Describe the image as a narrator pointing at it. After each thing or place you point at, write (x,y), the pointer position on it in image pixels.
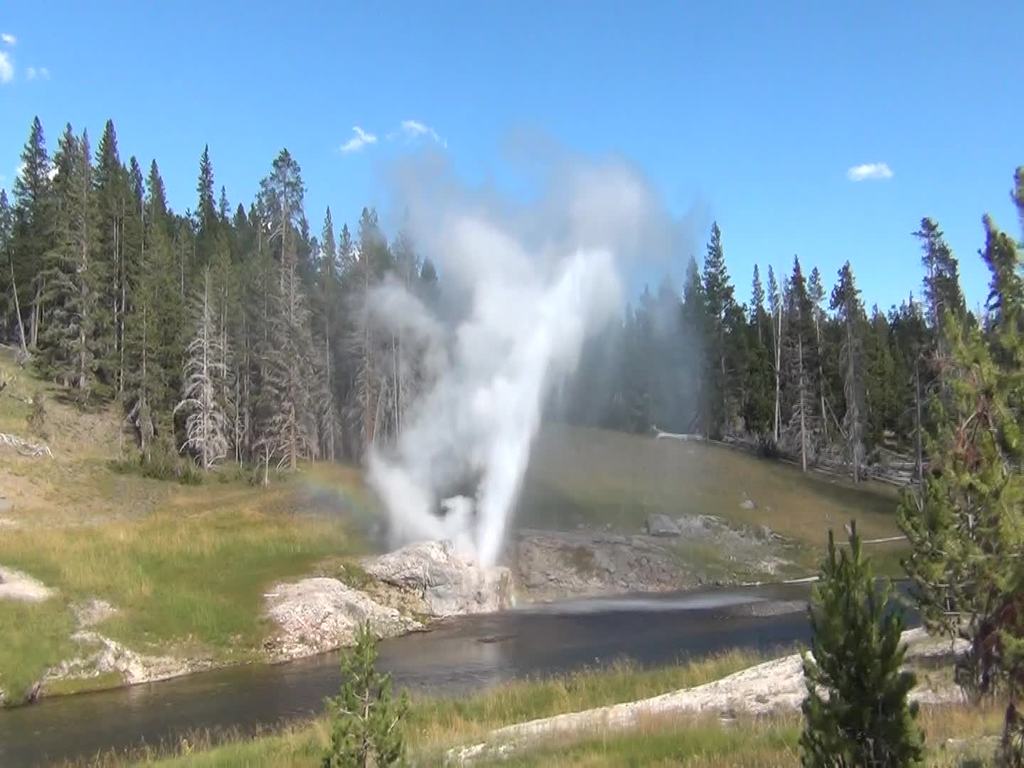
In this image I can see the water (509,646), some grass (185,494), few rocks (341,588) and few trees (913,491) and I can see the white colored smoke (489,412) in the air (432,331). In the background (249,265) I can see few trees (91,237) and the sky (609,117).
